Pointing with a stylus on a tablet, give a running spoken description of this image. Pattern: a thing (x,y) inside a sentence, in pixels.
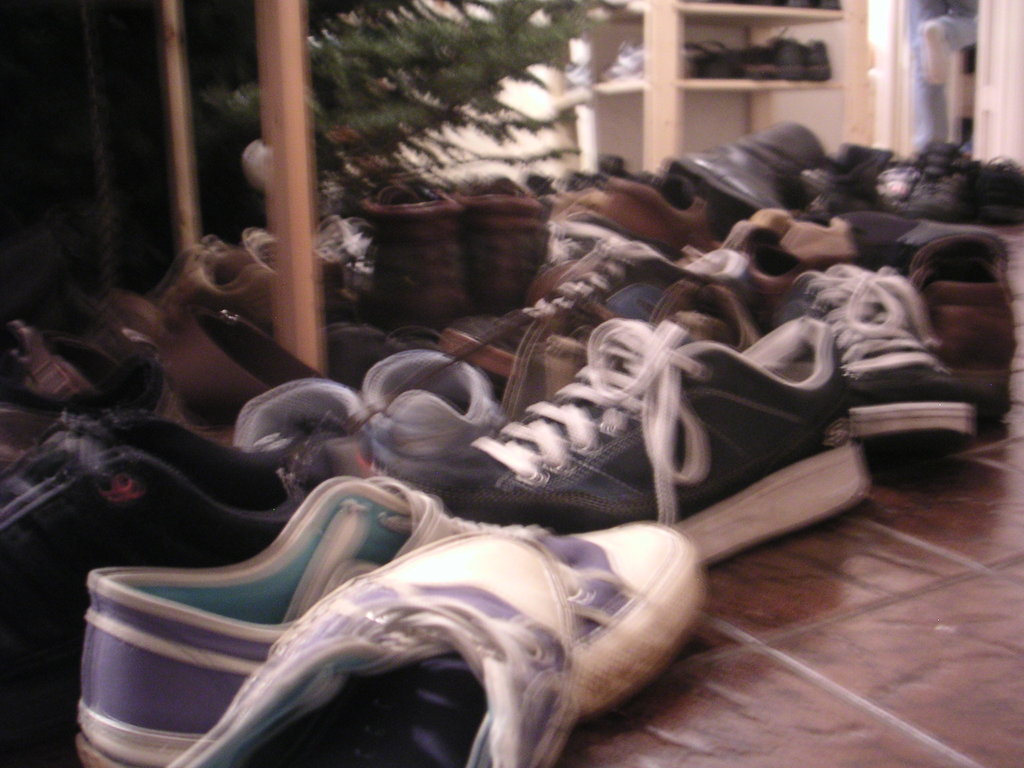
In this image we can see so many pair of shoe (210,448). Behind one plant (398,95) is there.
